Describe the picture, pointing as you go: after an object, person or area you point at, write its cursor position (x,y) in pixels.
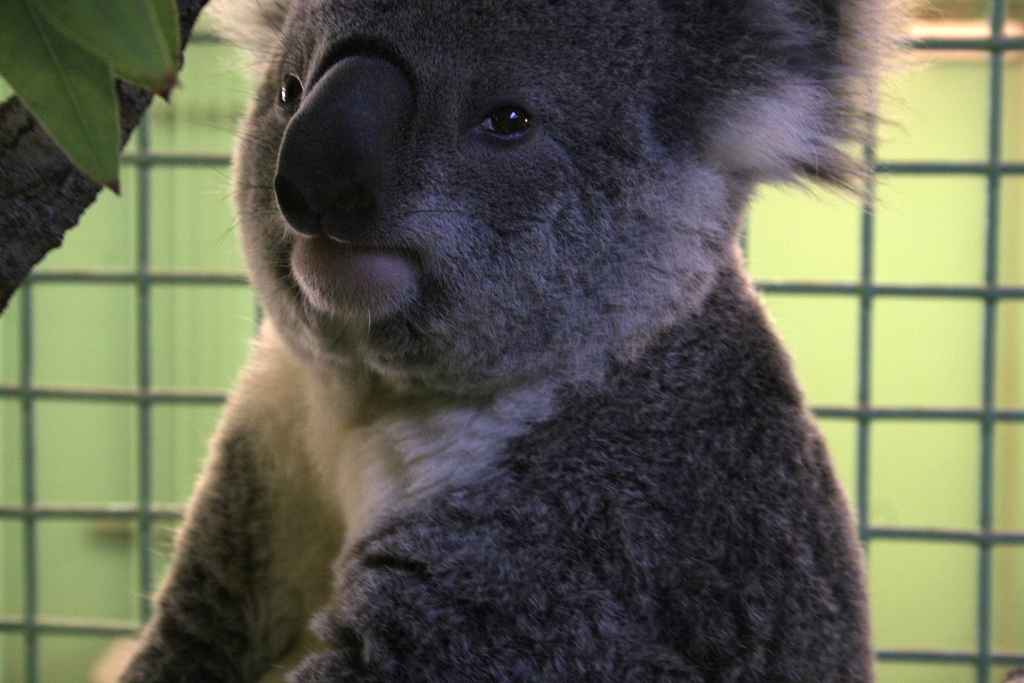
This image consists of an animal (504,445). It looks like a koala (376,355). It is in grey color.
